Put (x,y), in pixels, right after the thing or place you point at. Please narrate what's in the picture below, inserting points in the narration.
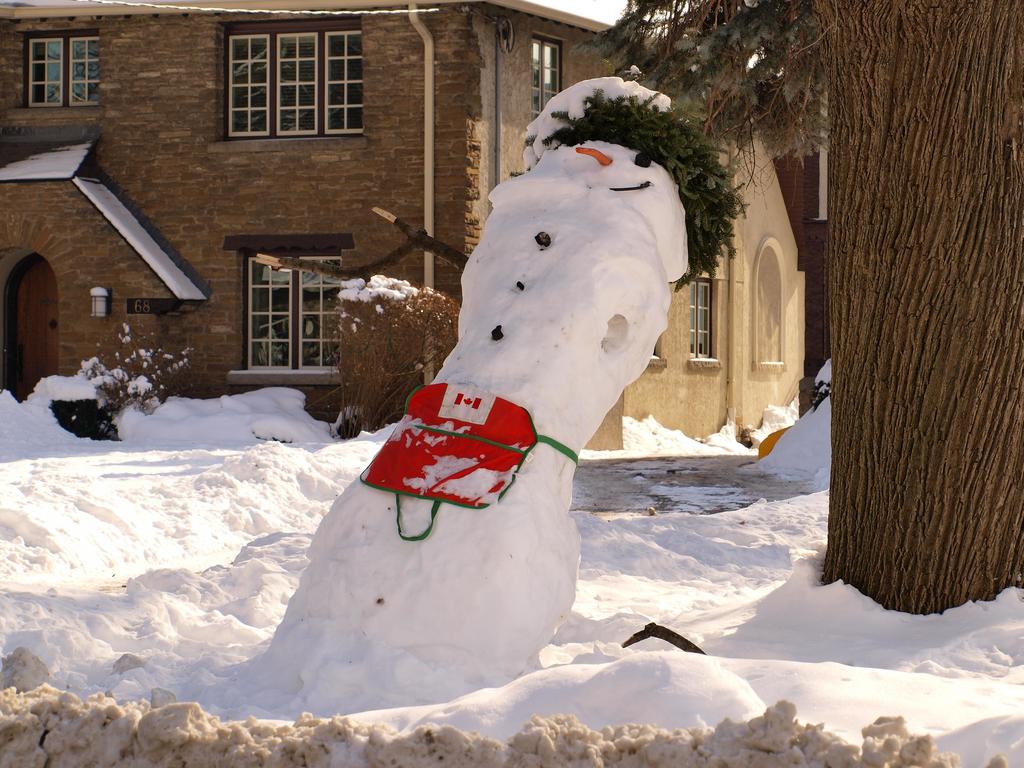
In the foreground of the picture (64,577) there is snow (80,603). In the center of the picture (558,356) there is snowman (464,376). On the right (853,342) there are trees (854,78). In the center of the background (492,88) there is a house (348,158).
